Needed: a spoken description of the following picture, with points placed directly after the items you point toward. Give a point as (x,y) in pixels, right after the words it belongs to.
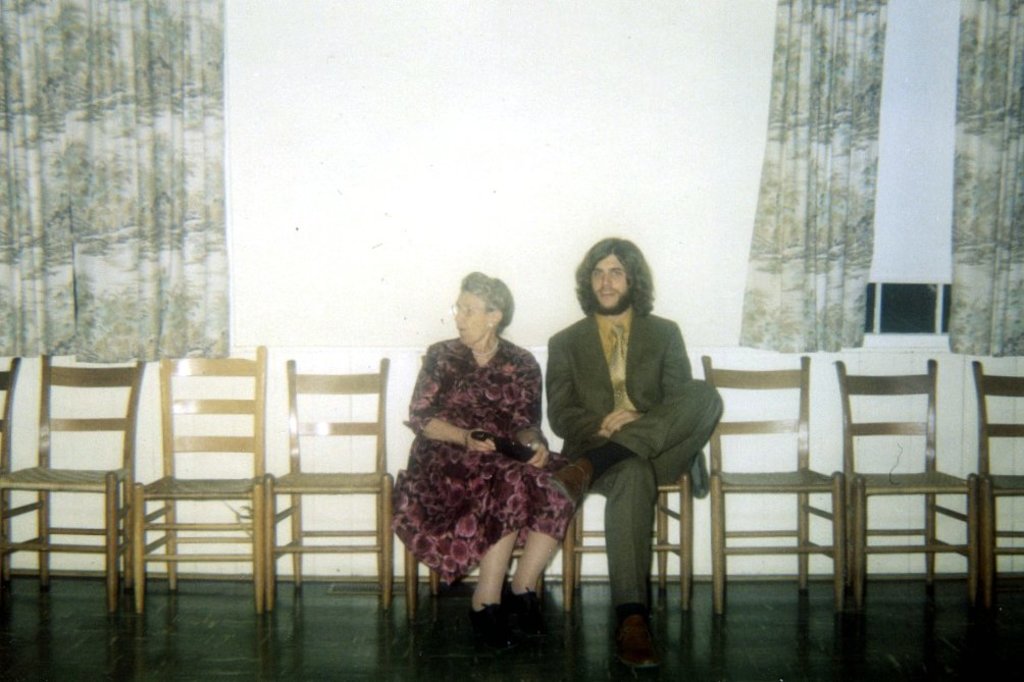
In the middle (538,412) there are two people (578,435) on the right (695,402) there is a man (636,427) he wear suit (646,371), trouser (649,422) and shoes (621,647). on the left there is a woman (461,464). In this image there are many empty chairs (809,474). In the background (777,223) there is a wall (616,119), curtain (838,243) and window (907,287).
